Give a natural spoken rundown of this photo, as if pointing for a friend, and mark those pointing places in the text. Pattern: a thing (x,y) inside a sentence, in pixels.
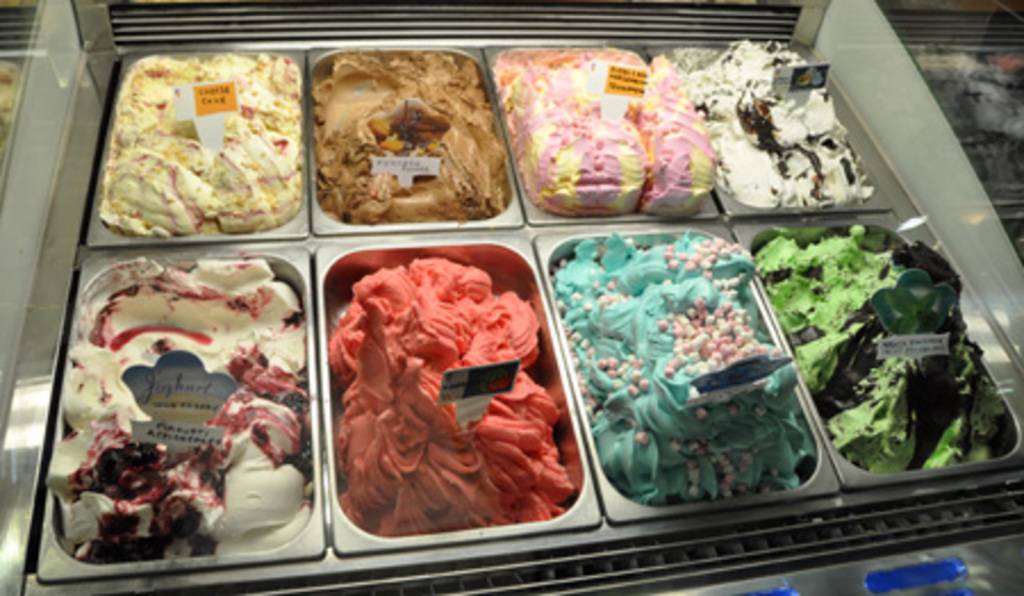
In this image there are different flavors of ice creams (391,270) in the trays (510,271) and a name board (189,375) to each ice cream (369,441).
